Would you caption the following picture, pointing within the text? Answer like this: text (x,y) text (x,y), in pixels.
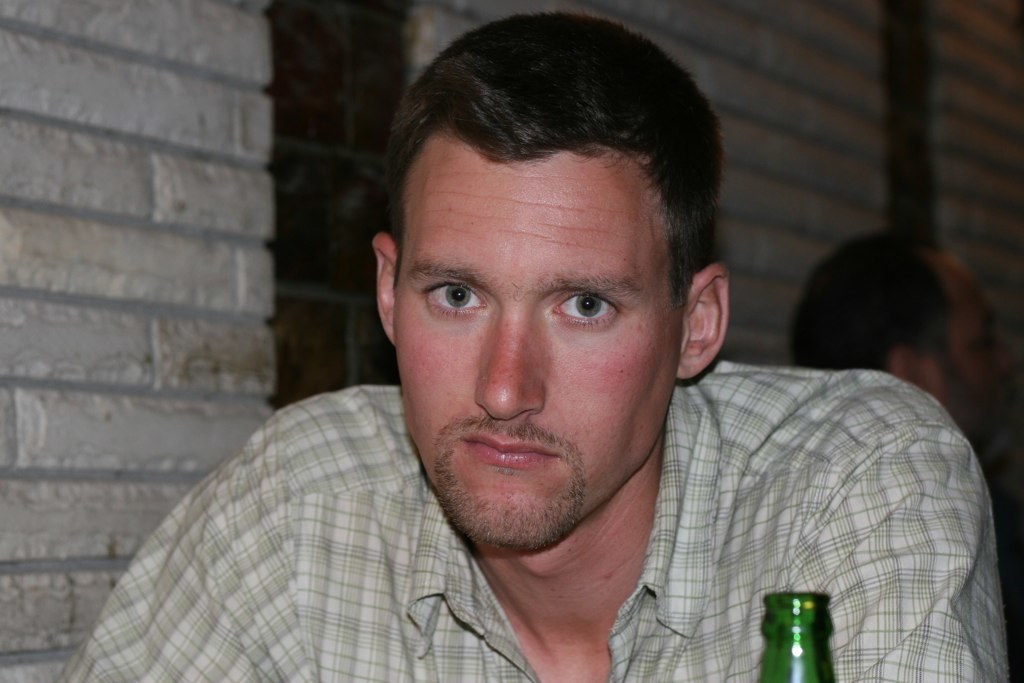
In this picture there is a man (698,518) who is wearing shirt (831,491) and he is sitting near to the wall (16,387). In front of him there is a bottle (821,621). At the back (923,325) this is a bald man (998,455) who is wearing black dress (985,432).
